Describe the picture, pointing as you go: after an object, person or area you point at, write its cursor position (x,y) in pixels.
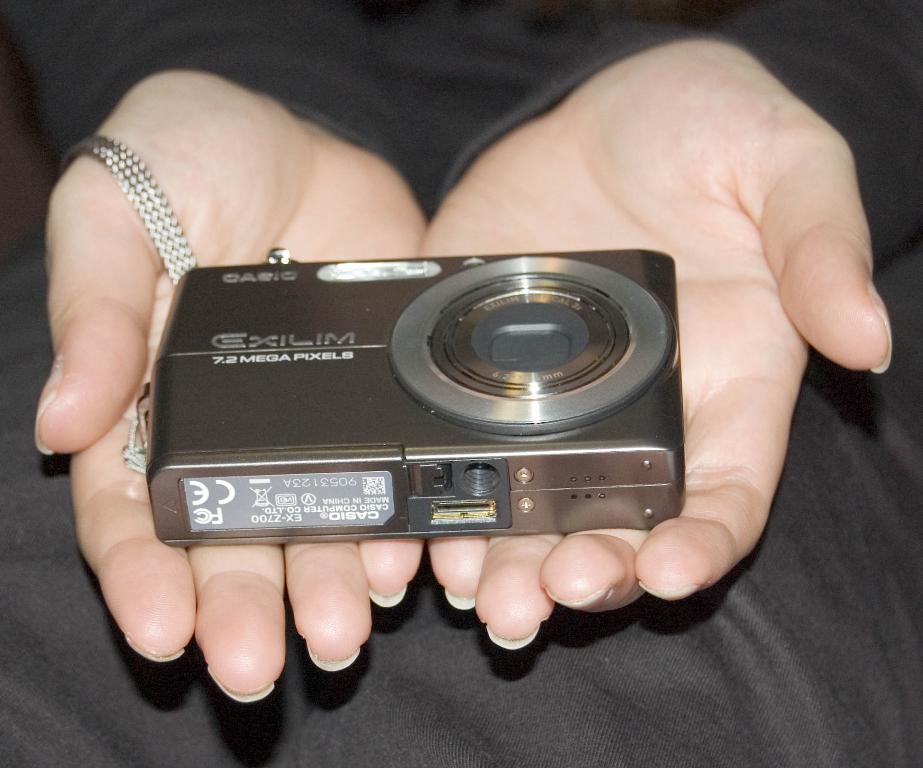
In this image I can see a camera (359,354) is on the person's hand (717,151). Background of the image (856,66) is blurred.
